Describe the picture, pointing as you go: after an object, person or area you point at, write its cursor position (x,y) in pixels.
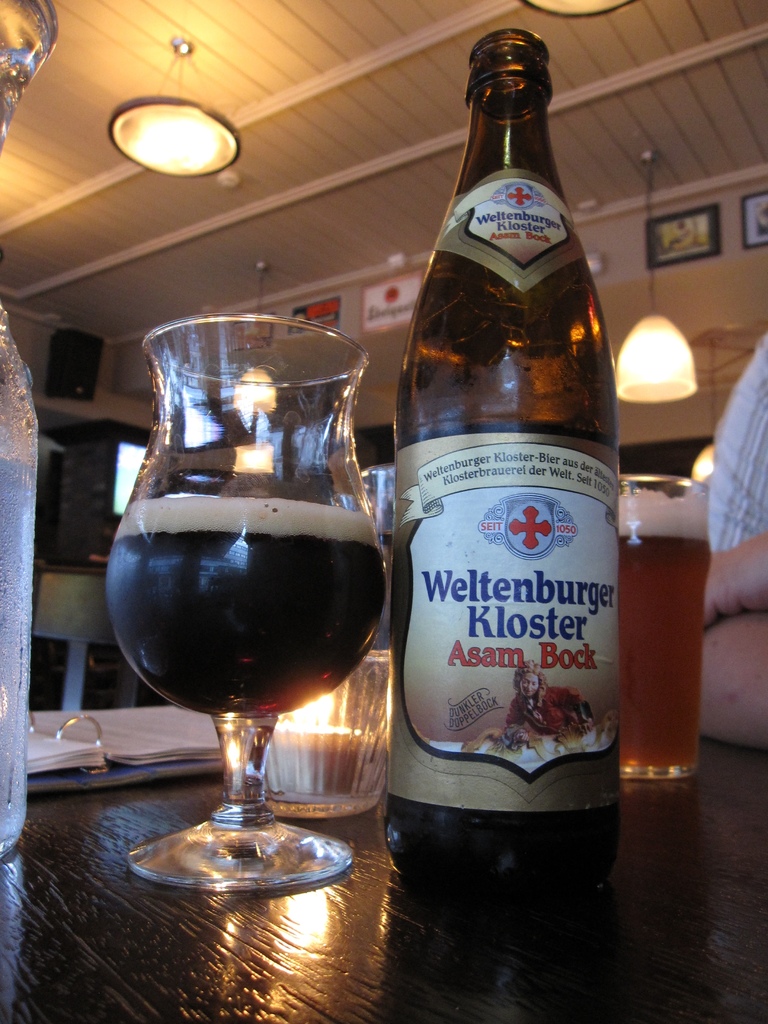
on a table (491,913) there is a brown glass bottle (478,685) and glasses (357,673). behind that there is a book (76,744). at the right (737,413) a person (730,445) is present wearing a white shirt (717,483). at the back (731,331) there's a wall (627,327) on which there are photo frames (714,209). on the roof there are yellow lights (640,400). at the back (128,479) there is a screen (120,503).
